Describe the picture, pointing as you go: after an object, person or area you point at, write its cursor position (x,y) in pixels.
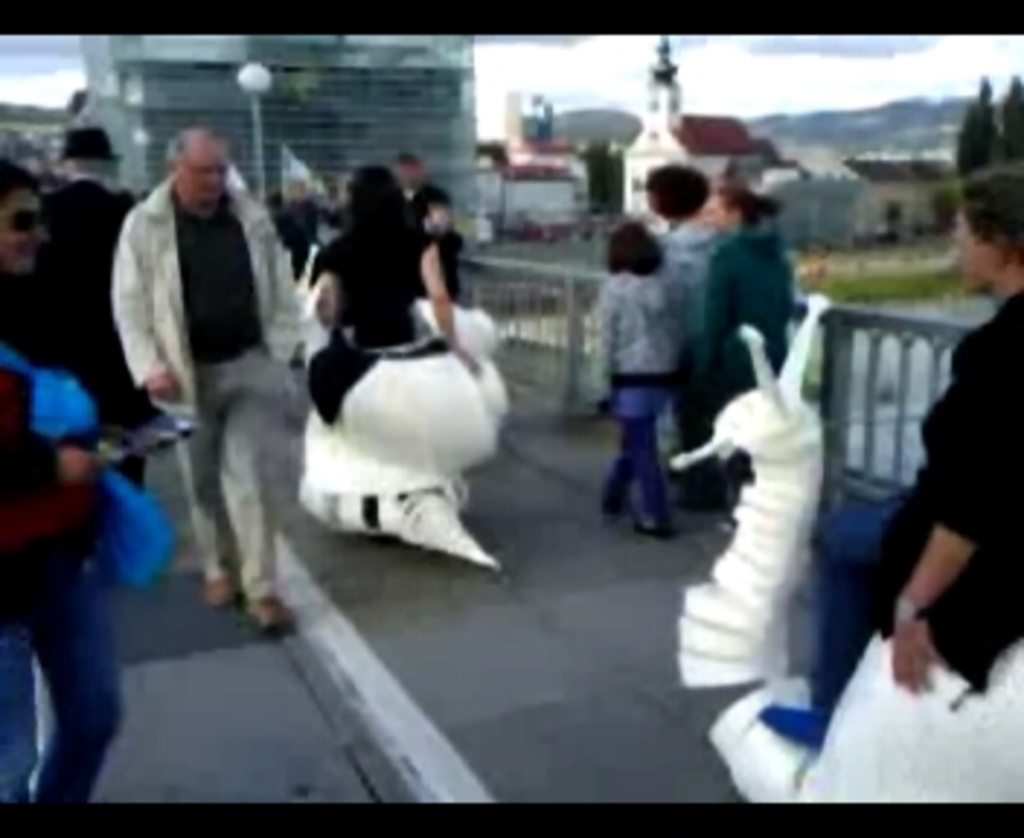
In this image we can see people (1017,585), road (430,739), fence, pole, light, buildings (448,90), and trees (945,225). In the background (985,48) there is sky (616,89) with clouds (615,74).
